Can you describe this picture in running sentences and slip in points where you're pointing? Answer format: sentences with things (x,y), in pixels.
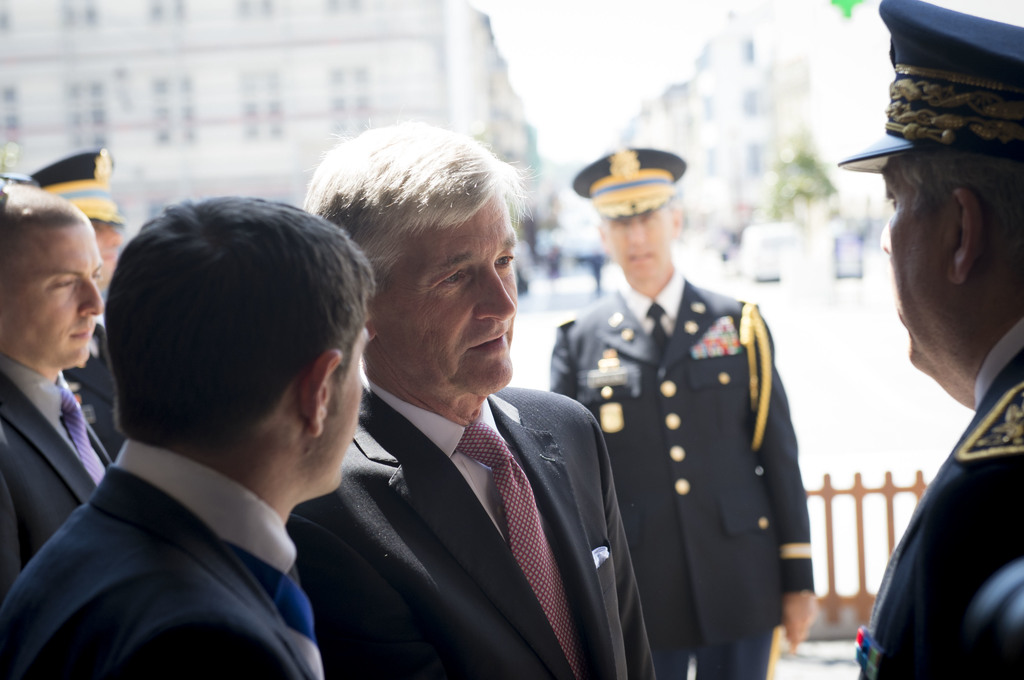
In the given image i can see a people (415,444) wearing jackets (357,660), people (615,413) wearing caps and in the background (822,494) i can see the fence (886,490).
